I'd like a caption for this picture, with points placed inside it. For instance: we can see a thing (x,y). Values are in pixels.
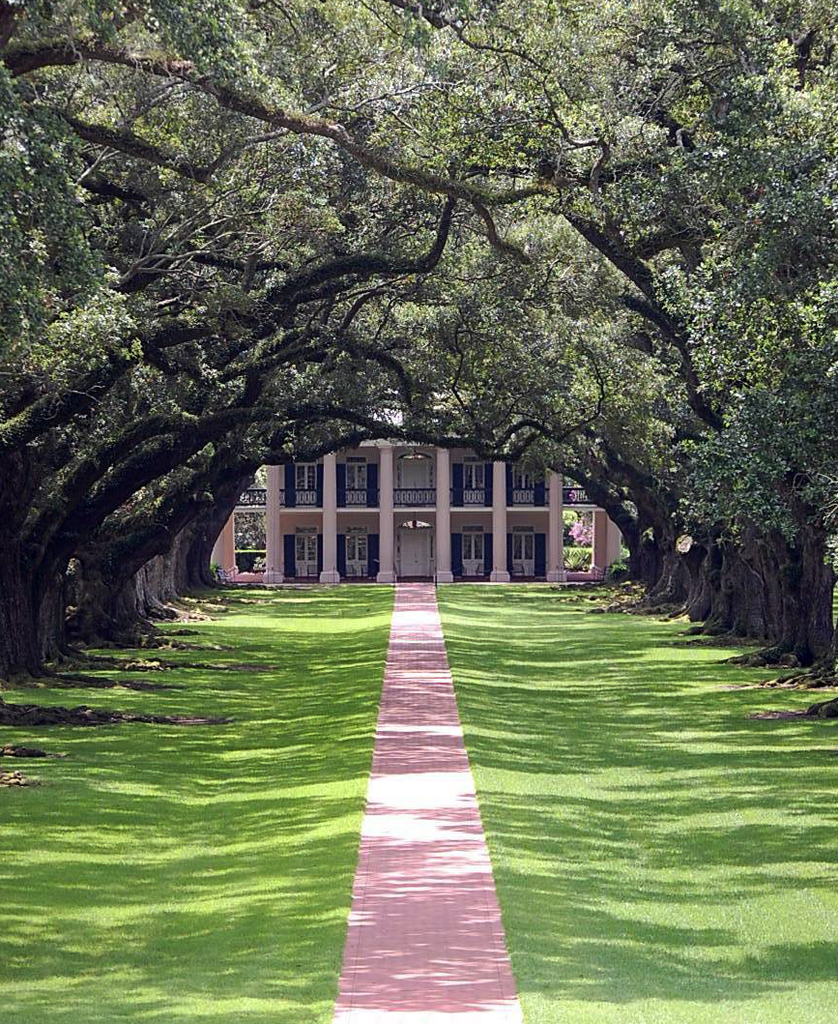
At the bottom of the picture (373,695), we see grass (222,869) and road (419,857). On either side of the road (409,847), there are many trees (130,611). In the background (250,490), we see a building (346,577) which is white in color and we even see an iron railing (520,500). This picture might be clicked outside the city.
